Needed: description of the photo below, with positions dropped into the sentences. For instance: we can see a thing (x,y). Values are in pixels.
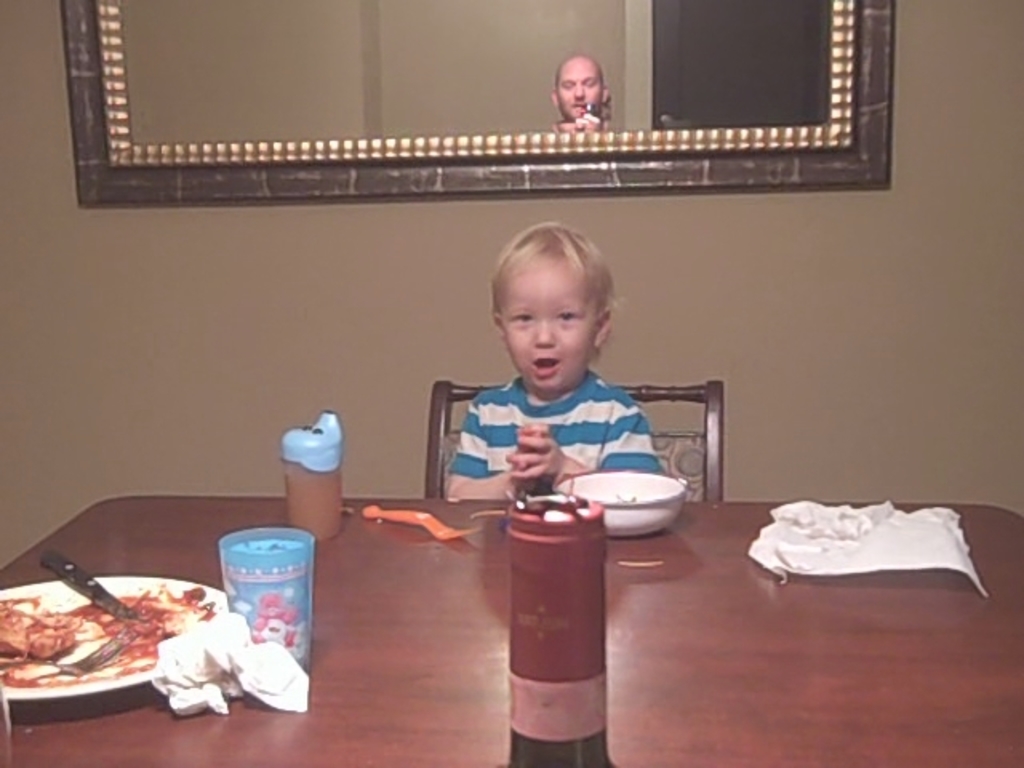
On the background (903,219) we can see a wall (435,223) and a reflection (602,81) of a man (590,126) in a mirror (483,68). Here we can see one boy (597,401) sitting on a chair (658,436) in front of a table (835,649) and on the table (861,606) we can see tissue paper (802,551), fork (460,537), bottle (552,740), tumbler (302,538) and a plate (60,590) of food (15,615).
